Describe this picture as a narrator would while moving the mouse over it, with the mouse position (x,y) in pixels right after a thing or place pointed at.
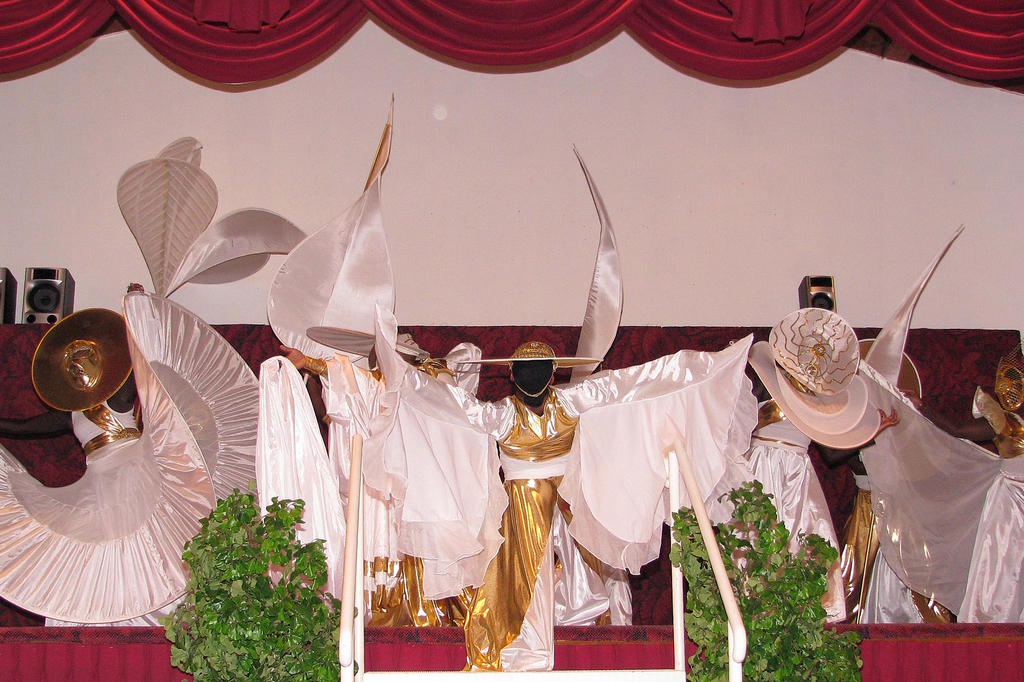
In this image several persons (365,341) wearing colorful dress (287,409) and in the background (109,184) I can see the wall (792,139) and a red color curtain (525,56) at the top (831,39), in front of the wall (349,196) there is a speaker (0,283) on the left side (53,279), at the bottom (760,551) I can see rods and plants (710,609) and person (93,608) standing on stage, on stage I can see red color cloth (159,650) and I can see another speaker (824,293) on the right side (828,291) in front of the wall (783,292).
